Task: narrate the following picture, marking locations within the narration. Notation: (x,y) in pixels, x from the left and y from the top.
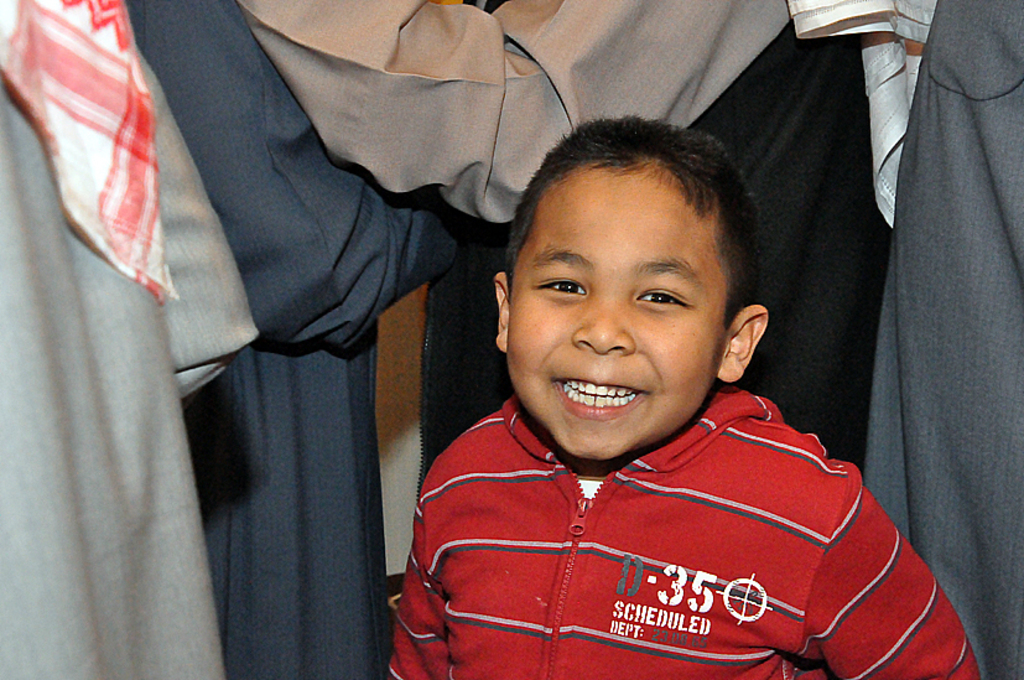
In this image we can see a boy (600,500) standing, we can also see a group of people (427,96) around him.
